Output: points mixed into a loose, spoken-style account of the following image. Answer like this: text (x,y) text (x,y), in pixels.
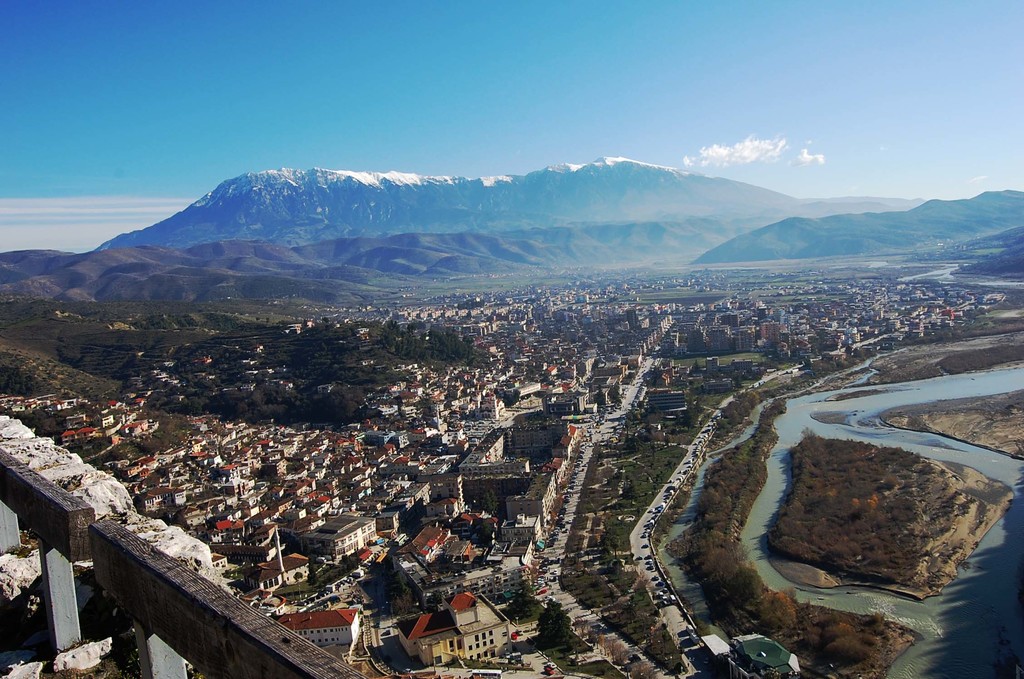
In the background (712,86) we can see sky (770,145) with clouds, hills (777,214). We can see buildings (425,478), trees (432,352) and vehicles (667,504) on the road (676,474).
